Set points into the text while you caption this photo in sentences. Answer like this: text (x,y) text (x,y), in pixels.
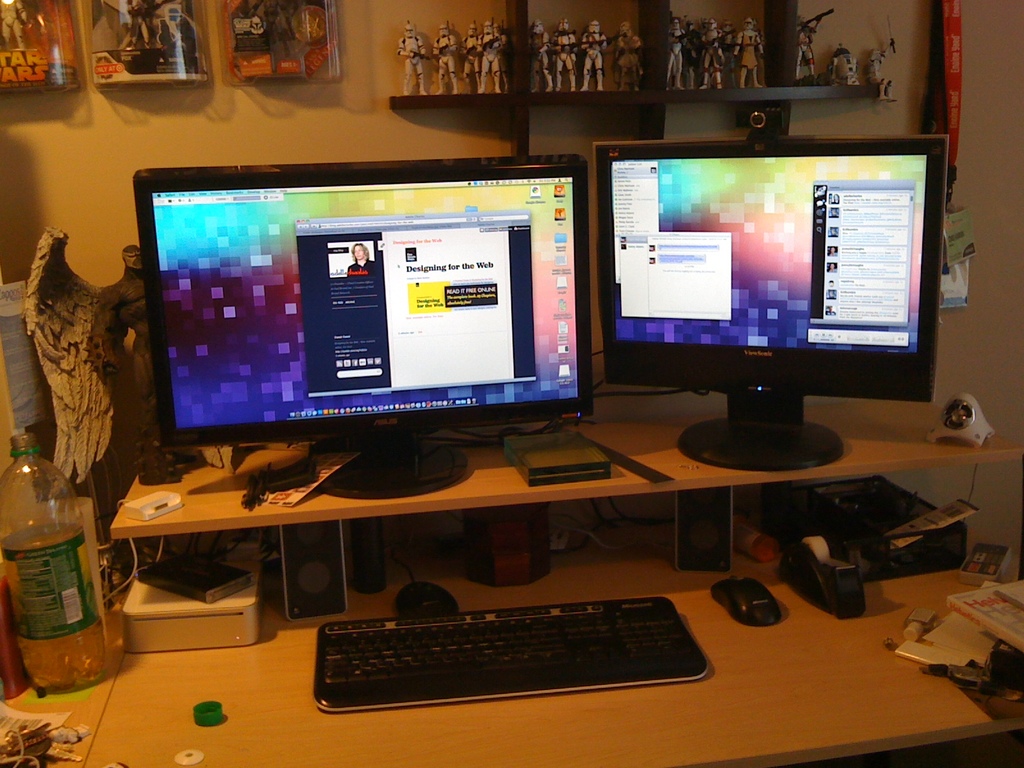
In this image we can see a table (378,729). On the table (732,716) there are mouses (767,618), keyboard (510,625), bottle (12,519), computers (348,422), speakers (288,585), statue (71,349), packets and many other things (571,539). In the back (303,107) we can see wall (404,113) with cupboard (524,94). On the cupboard (541,96) there are toys (444,48). Also there are boxes (293,66) and tags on the wall (118,143).
